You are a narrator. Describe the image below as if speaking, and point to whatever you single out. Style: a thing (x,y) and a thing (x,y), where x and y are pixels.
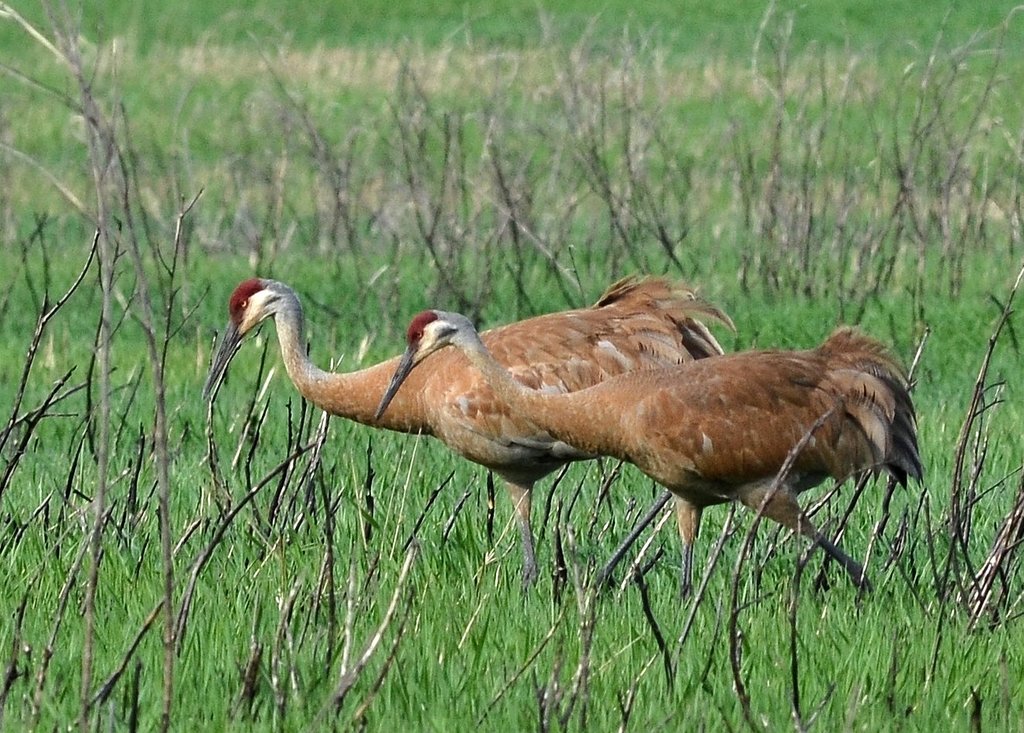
In this image we can see birds (676,475), grass (189,701) and twigs (418,530). In the background of the image (585,67) there is the grass (835,99).
